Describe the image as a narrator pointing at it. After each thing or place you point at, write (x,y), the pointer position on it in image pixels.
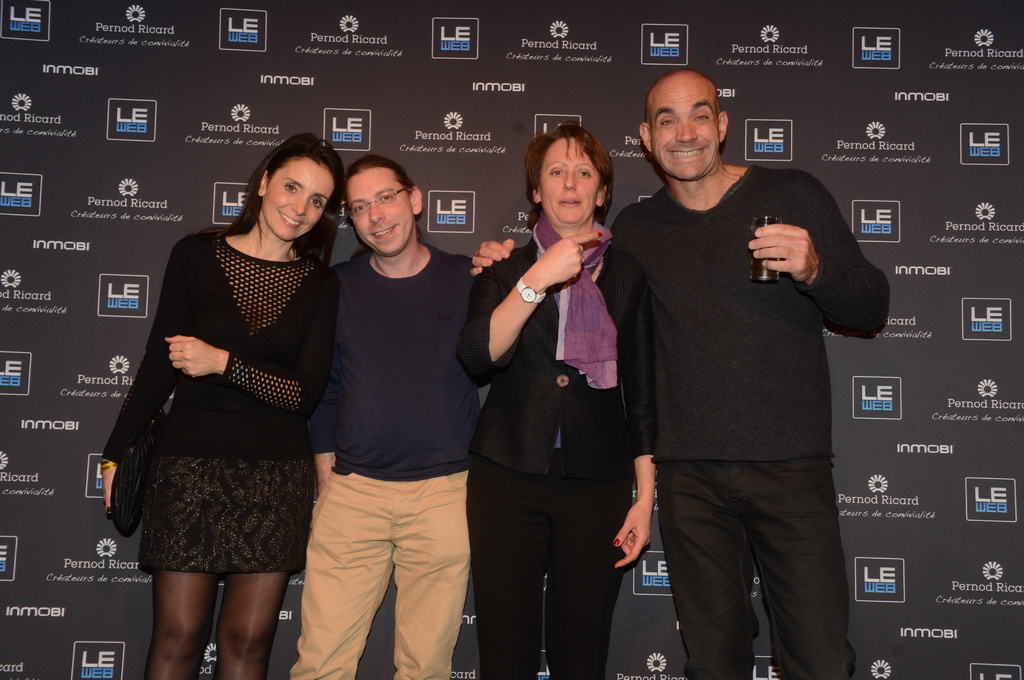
These four people (471,391) are standing. These three people (648,143) are smiling. This man (690,294) is holding a glass (761,265). This woman (615,250) a scarf (596,260). Background (884,93) we can see hoarding (256,116).
